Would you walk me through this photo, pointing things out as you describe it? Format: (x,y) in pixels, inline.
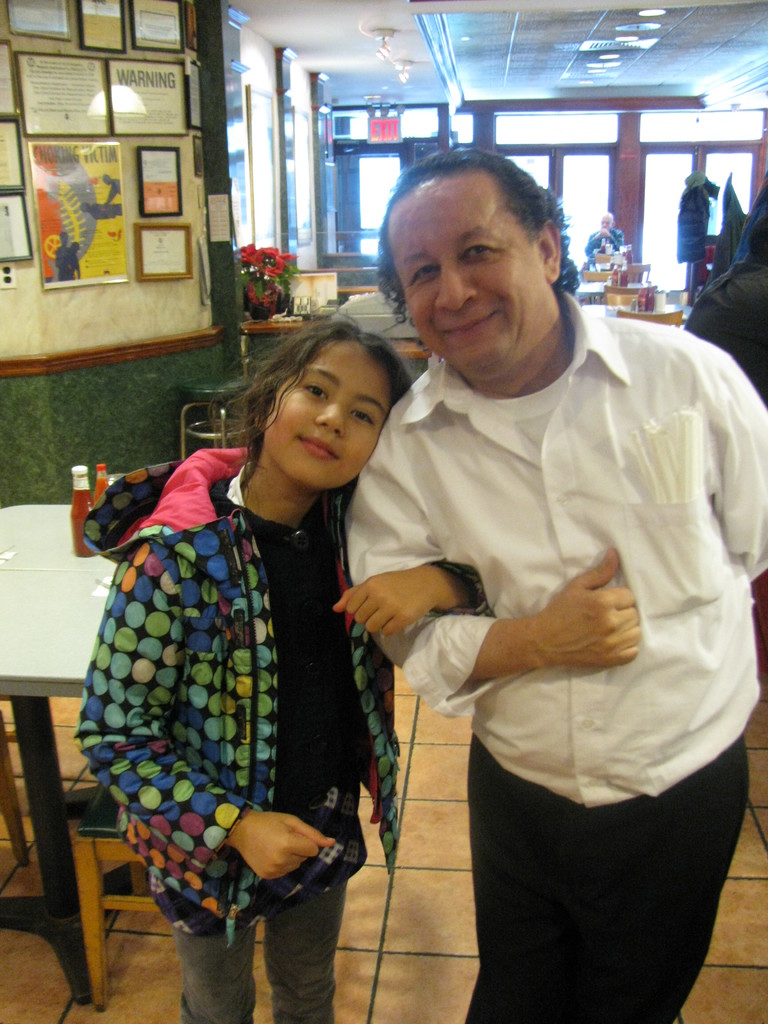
At the top (395,73) we can see ceiling (499,81), lights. these are doors (697,155). Here we can see photo frames (145,246) over a wall (147,288). And on the table (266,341) we can see bottles (82,472), flower vase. We can see a man (495,428) and a girl (480,591) standing on a floor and smiling.
